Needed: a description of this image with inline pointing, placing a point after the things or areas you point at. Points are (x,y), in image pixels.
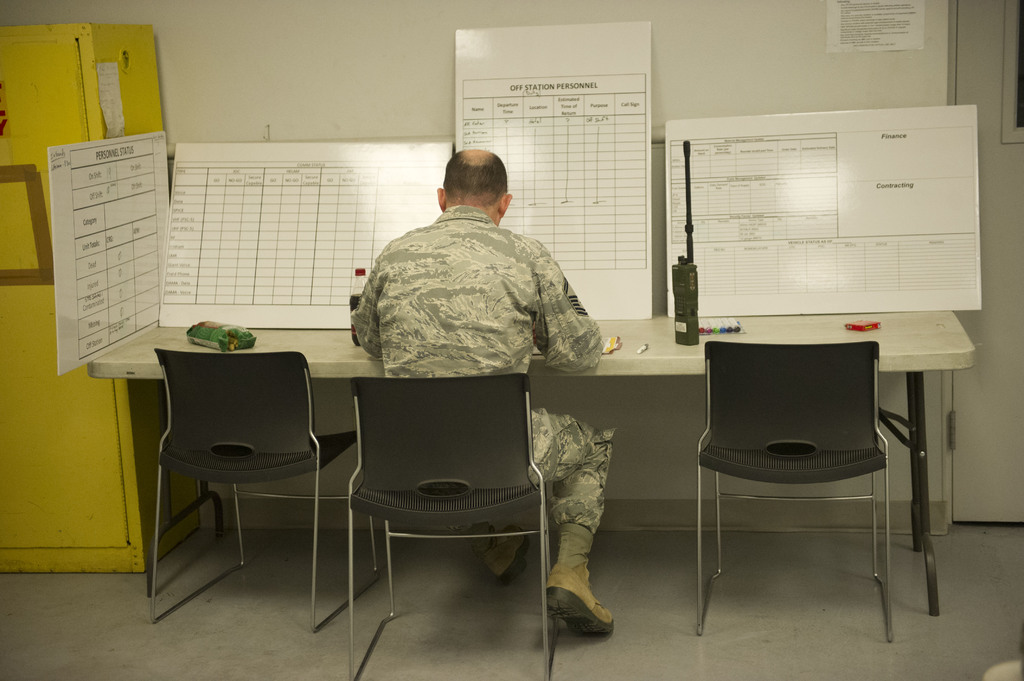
This is a picture of a man (454,304) sitting on a chair (443,441), in front of the man (503,349) there is a table (653,332) on the table (640,336) there is a bottle (361,289), walkie talkie (683,300) and packet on the table (714,335) there are the white color boards (551,217). Background of this boards (801,163) is a wall (326,85) which is in white color. On the left side of the man (451,262) there is a shelf (35,315) which is in yellow color.
